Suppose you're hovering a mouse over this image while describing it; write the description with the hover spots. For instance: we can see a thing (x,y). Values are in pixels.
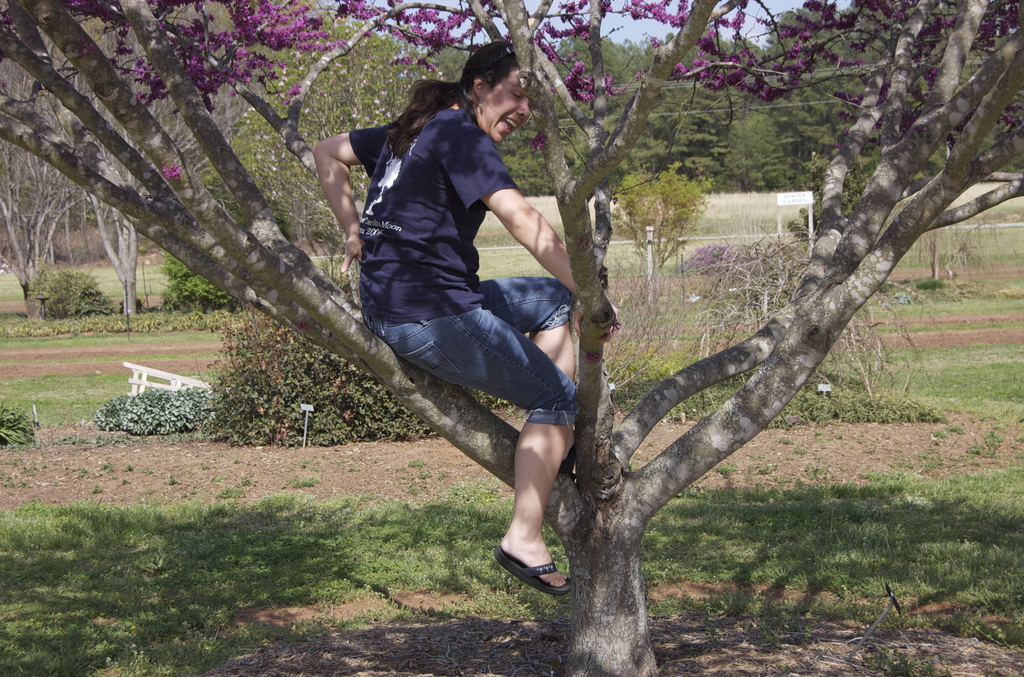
In the picture I can see a woman (382,331) sitting on the branch (401,382) of a tree (536,139) and she is in the middle of the image (417,243). She is wearing a T-shirt (472,148) and there is a smile on her face (491,125). In the background (123,286), I can see the metal fence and trees (389,109).
